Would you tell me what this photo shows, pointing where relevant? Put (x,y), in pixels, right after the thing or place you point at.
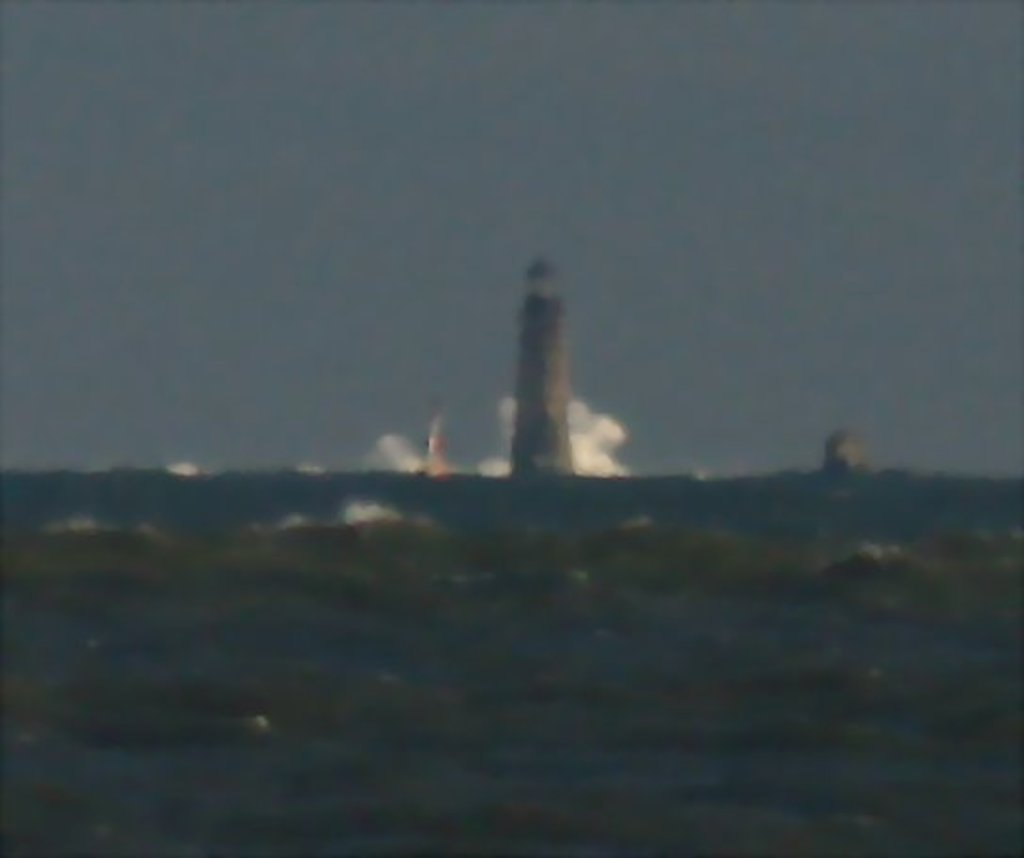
Here in this picture we can see water (408,522) present over there and in the middle (517,391) we can see a light house (520,356) present and we can see the sky (459,443) is cloudy.
